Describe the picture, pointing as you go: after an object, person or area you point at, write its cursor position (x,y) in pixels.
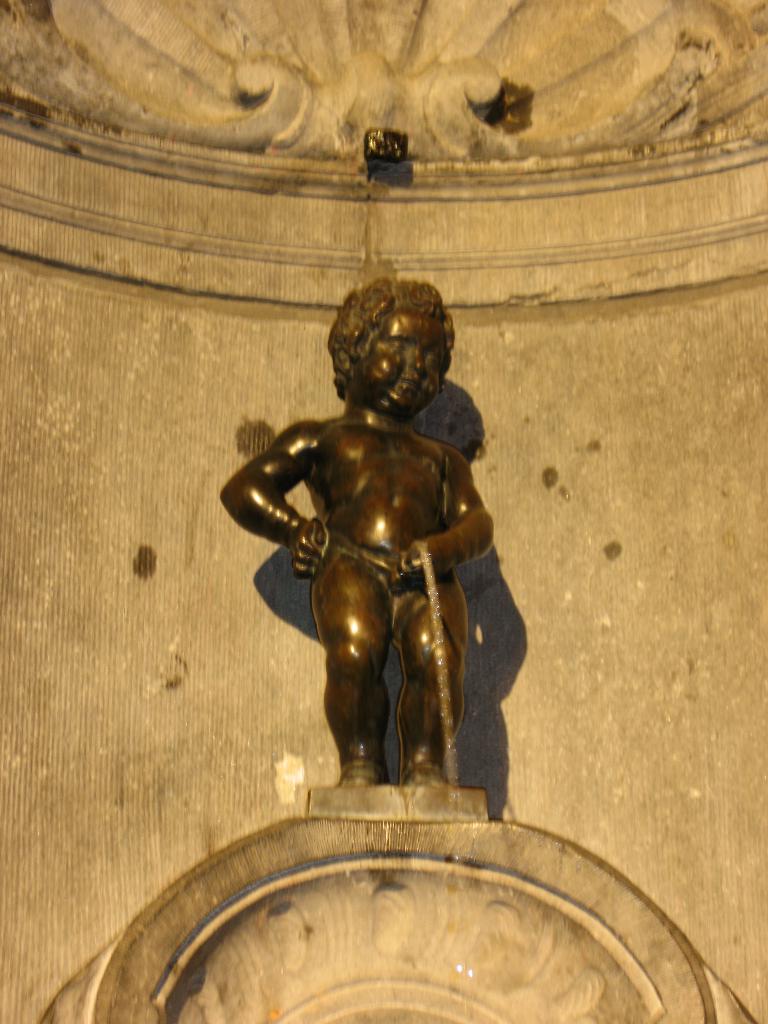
In the middle of the image (330,551) we can see a statue (377,508).
